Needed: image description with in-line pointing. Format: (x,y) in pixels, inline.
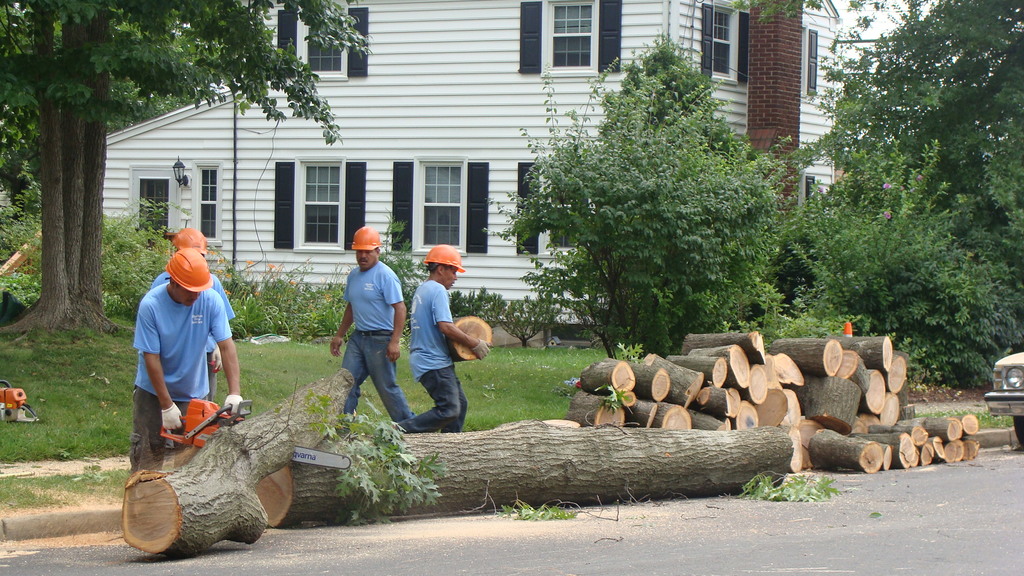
In this image, we can see four people (379,367). Few are holding some objects (239,411). Here a person (158,361) is holding a machine (206,434). At the bottom (577,549), there is a road (597,537), wooden logs (683,482). Here we can see plants (976,362), grass (98,388), trees (967,345). Background (457,130) there is a building (511,118), wall (441,127), glass windows (217,210). Here we can see pole (236,209) and light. Right side of the image (1003,377), we can see vehicle headlight (1012,382) and tyre (1016,428).
